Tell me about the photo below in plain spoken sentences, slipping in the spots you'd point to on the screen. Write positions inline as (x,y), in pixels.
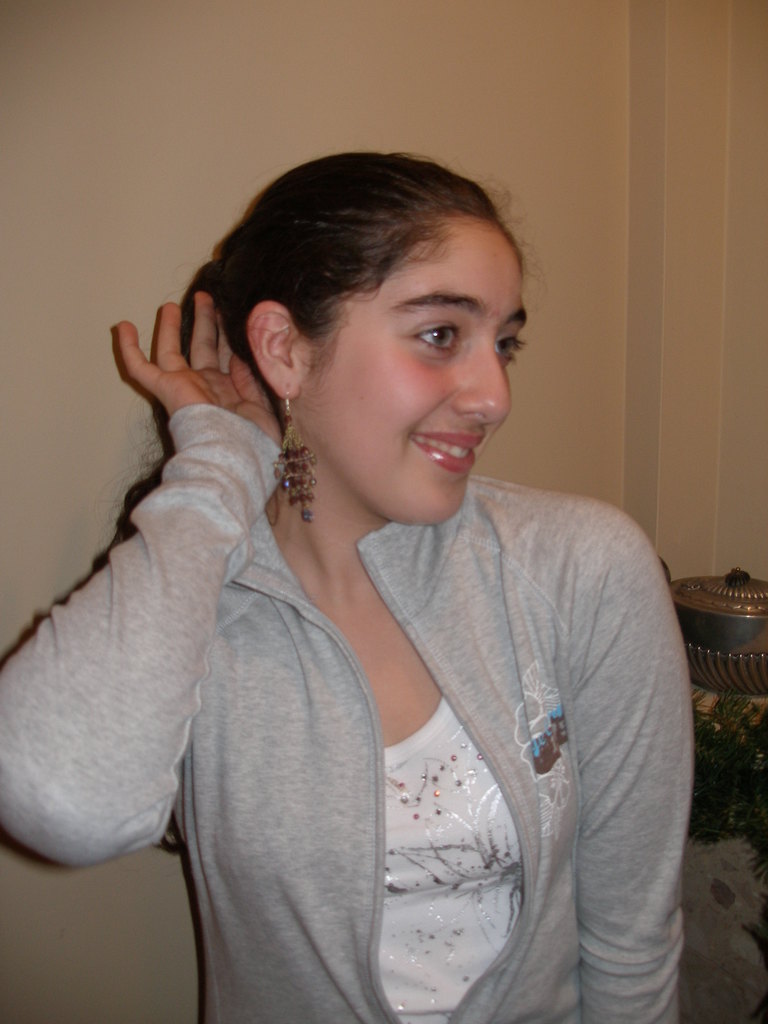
In this image we can see a woman (428,726). On the backside (765,502) we can see some objects (716,774) and a wall (524,476).
